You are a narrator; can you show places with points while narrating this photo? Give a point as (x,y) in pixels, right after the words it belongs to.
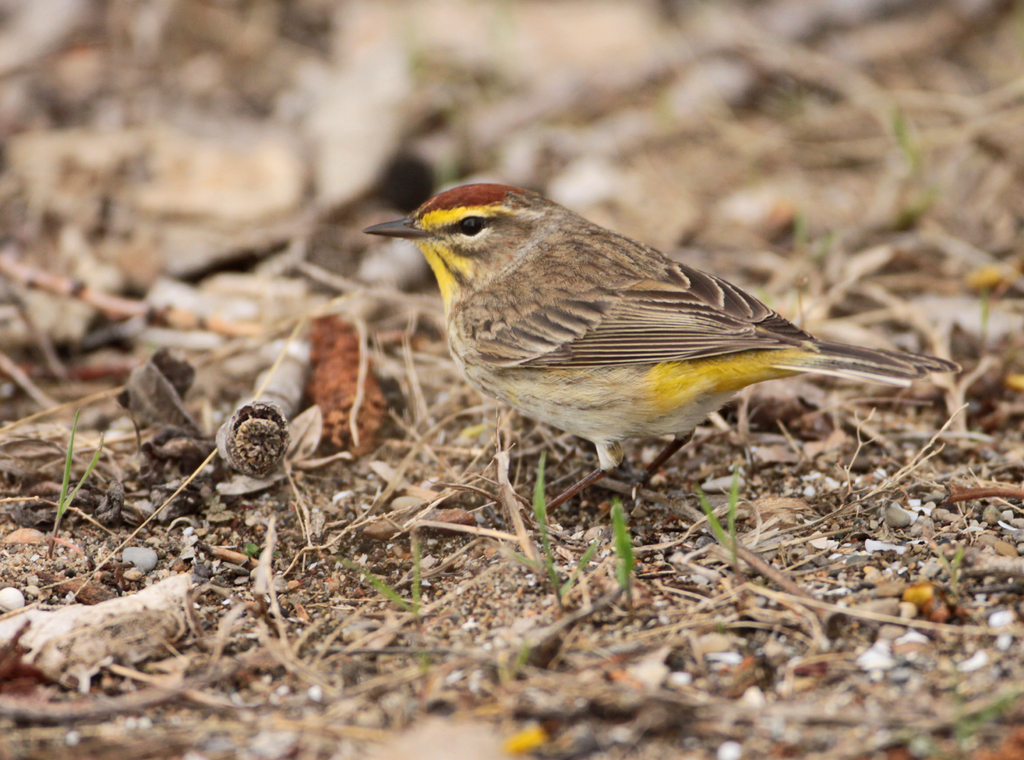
In this image there is a bird (586,347) on a land (728,582), in the background (131,179) it is blurred.
